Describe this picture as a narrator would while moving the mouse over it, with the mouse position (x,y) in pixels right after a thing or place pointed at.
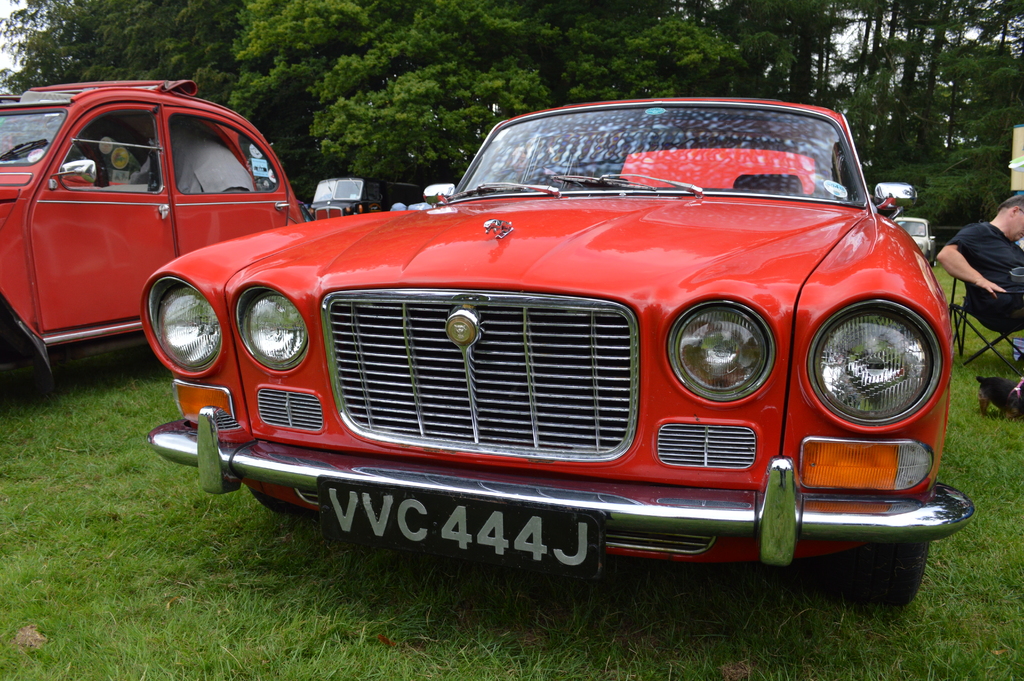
In this image we can see two cars (267,293) which are red in color and it contain some number (439,527) on it. There is a person (1002,238) sitting on the right side of the image (977,253) and in the background (692,45), we can see the numbers of trees (361,39).
